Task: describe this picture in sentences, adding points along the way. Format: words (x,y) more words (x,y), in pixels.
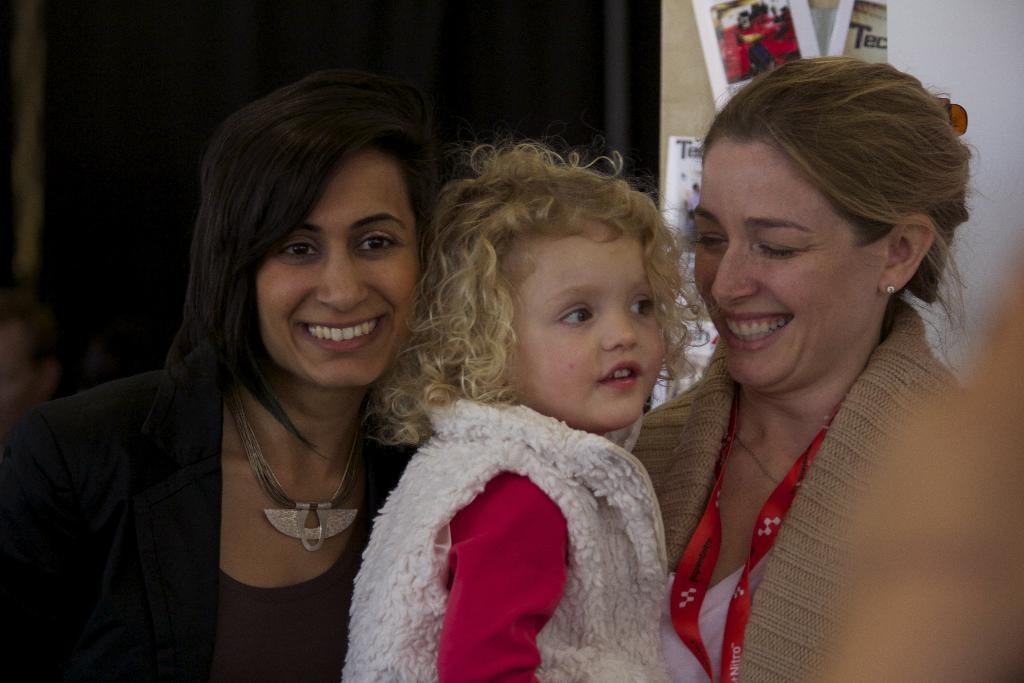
In the center of the image (406,299) some persons (661,338) are laughing. In the background of the image (555,50) we can see curtain (573,42), boards (697,72), wall (1002,5).
